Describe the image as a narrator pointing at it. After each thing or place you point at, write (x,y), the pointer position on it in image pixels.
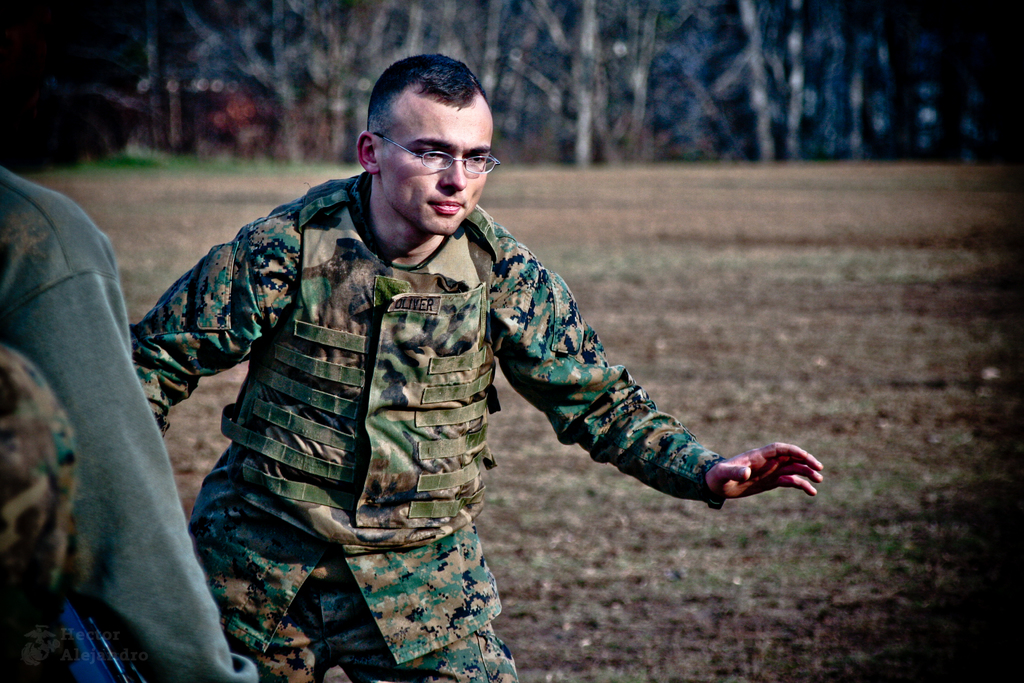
In this image we can able to see a person (435,341) standing and he is wearing army dress (457,345), and he is wearing glasses (455,157), and there is a name (431,305) on his shirt (402,315) called oliver.
